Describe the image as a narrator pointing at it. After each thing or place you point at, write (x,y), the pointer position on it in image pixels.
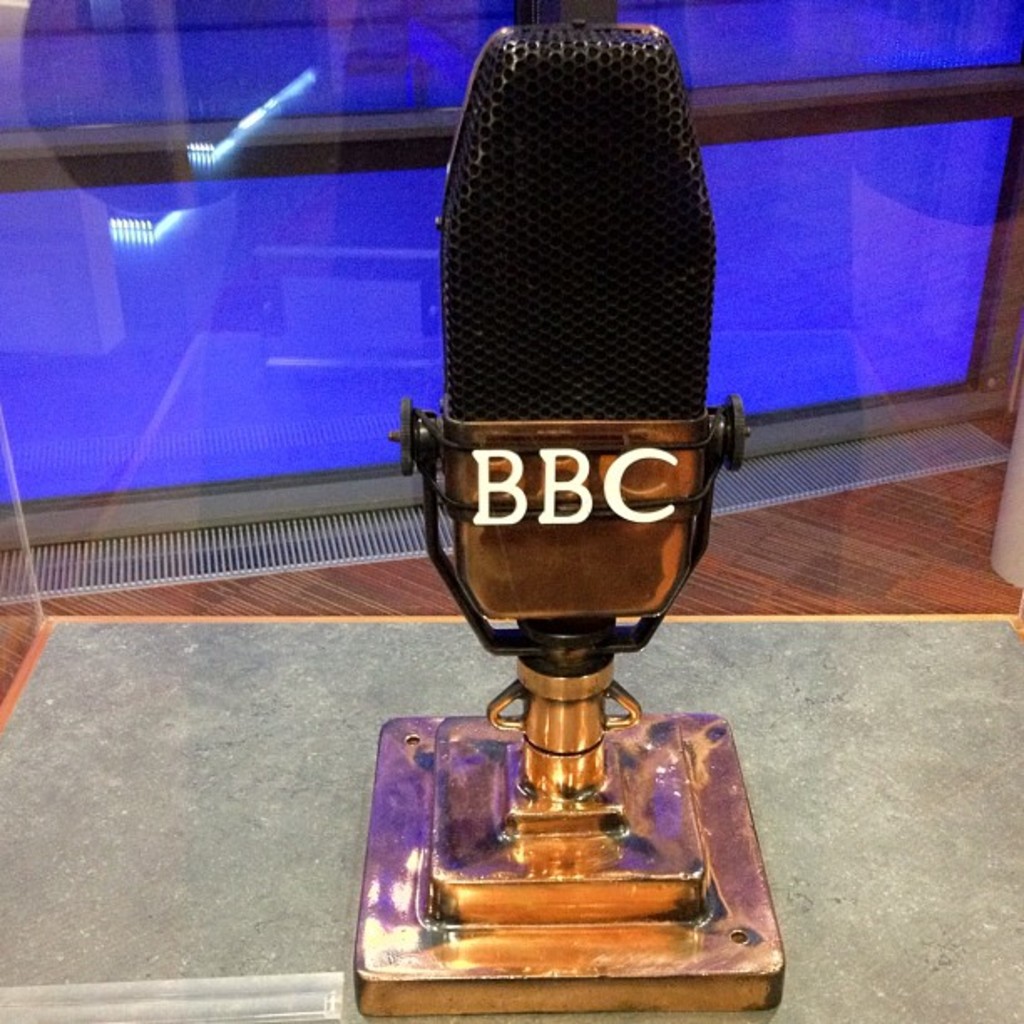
In this image I can see a mic (506,439) which is placed on a table (166,768). On this there is some text (557,473). In the background (810,220) there is a glass (261,211).
